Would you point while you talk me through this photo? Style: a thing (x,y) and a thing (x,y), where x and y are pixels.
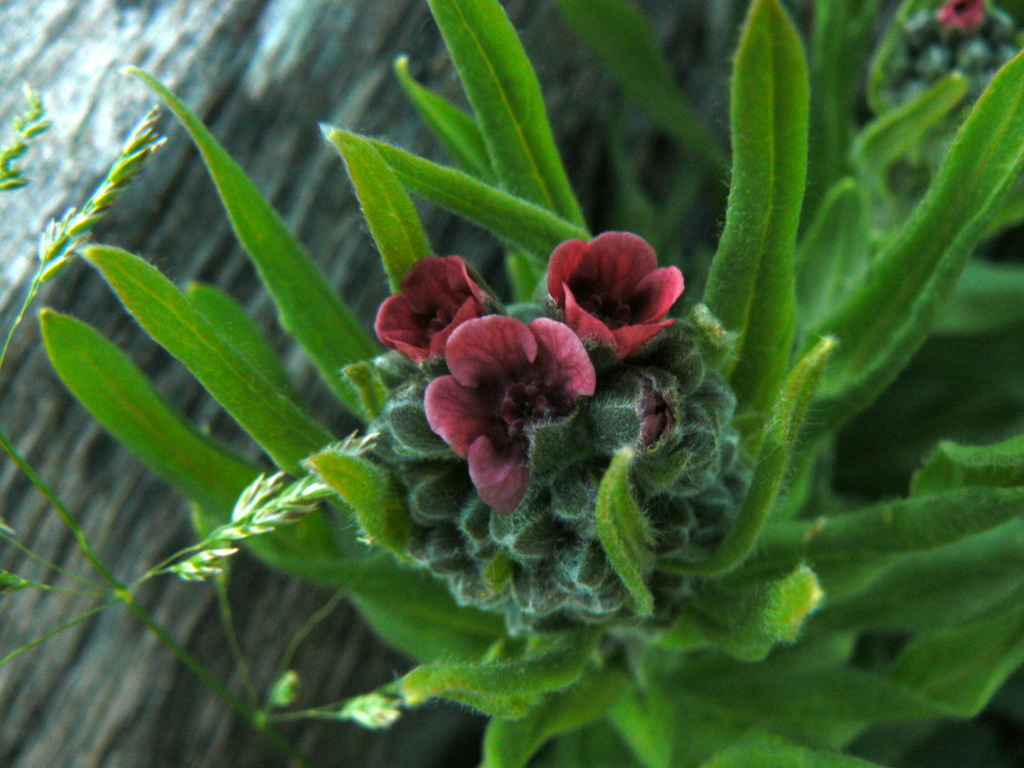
This is a zoomed in picture. In the center (509,319) we can see a plant (567,454) and the some flowers (508,358). In the background (80,105) there are some objects (272,51).
